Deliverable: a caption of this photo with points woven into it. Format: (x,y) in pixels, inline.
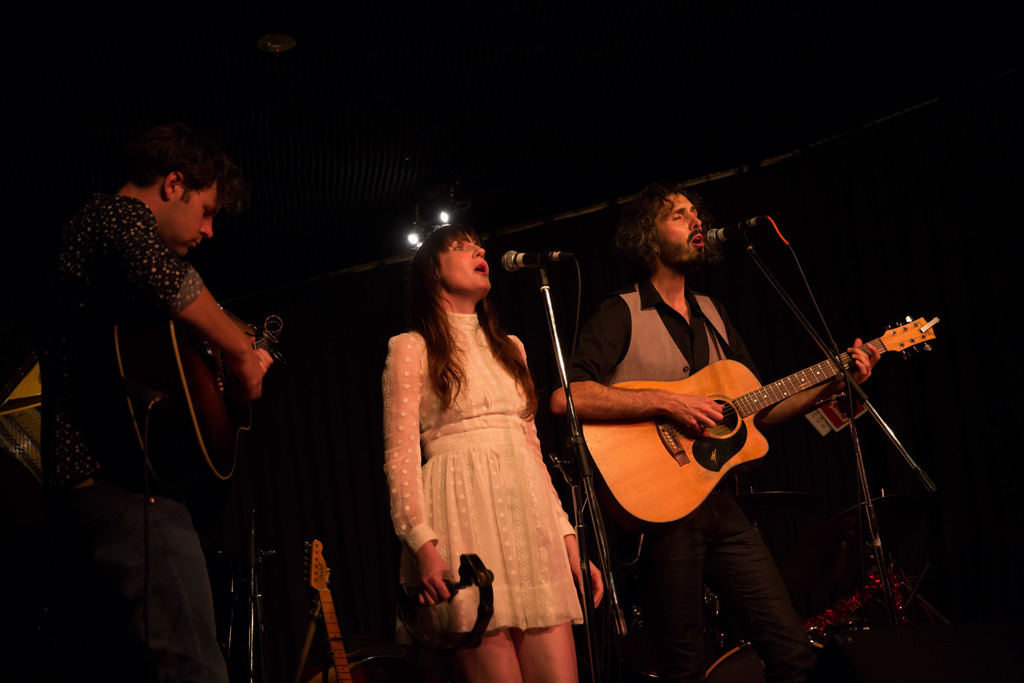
This is the picture taken on a stage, there are group of people (179,245) holding the guitar (206,389) and singing a song in front of these people (684,239) there is a microphone (508,255) with stand (566,378). Background of these people (508,460) is in black color.
